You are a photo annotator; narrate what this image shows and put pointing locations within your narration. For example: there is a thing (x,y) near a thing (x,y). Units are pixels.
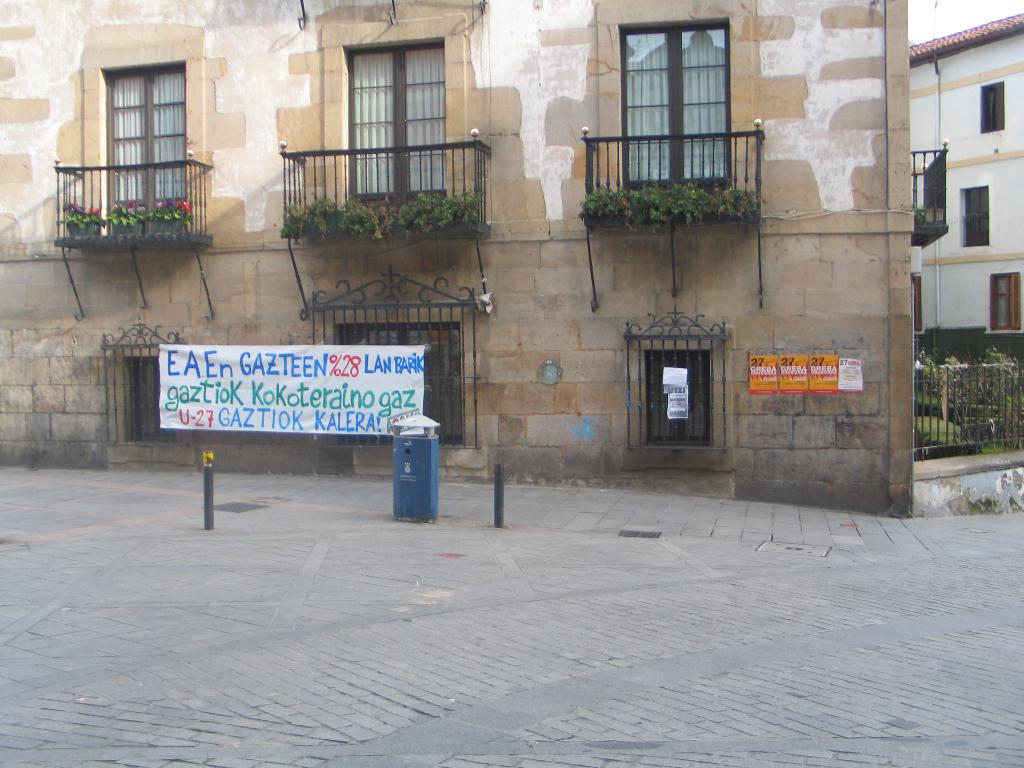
In this image I can see two building (703,259) with windows (687,148) and the railing (641,381). In-front of the building (335,304) I can see the banner (252,416) and the boards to the wall (612,457). I can also see the dustbin (417,464). To the right (956,443) I can see the plants (967,397) and the railing (968,426). In the background (917,12) I can see the sky (921,28).
